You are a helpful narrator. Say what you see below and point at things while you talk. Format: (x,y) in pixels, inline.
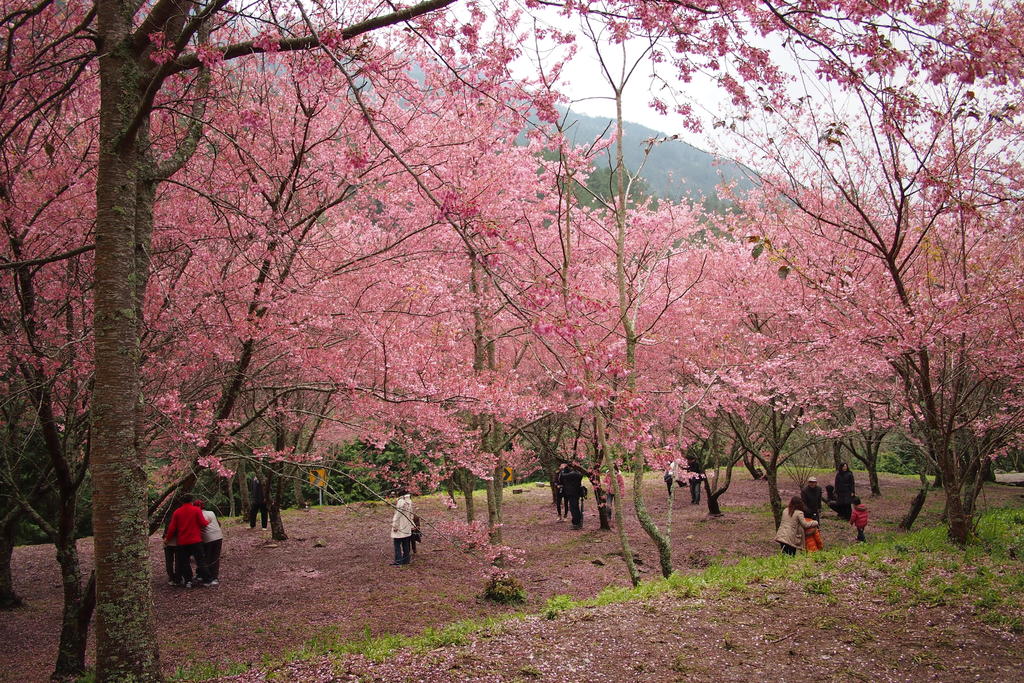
In this picture, we can see the ground (721,585) with grass (818,585), plants (730,591), leaves (442,679), and we can see some trees (374,372), mountains (648,184) and the sky (552,91).
